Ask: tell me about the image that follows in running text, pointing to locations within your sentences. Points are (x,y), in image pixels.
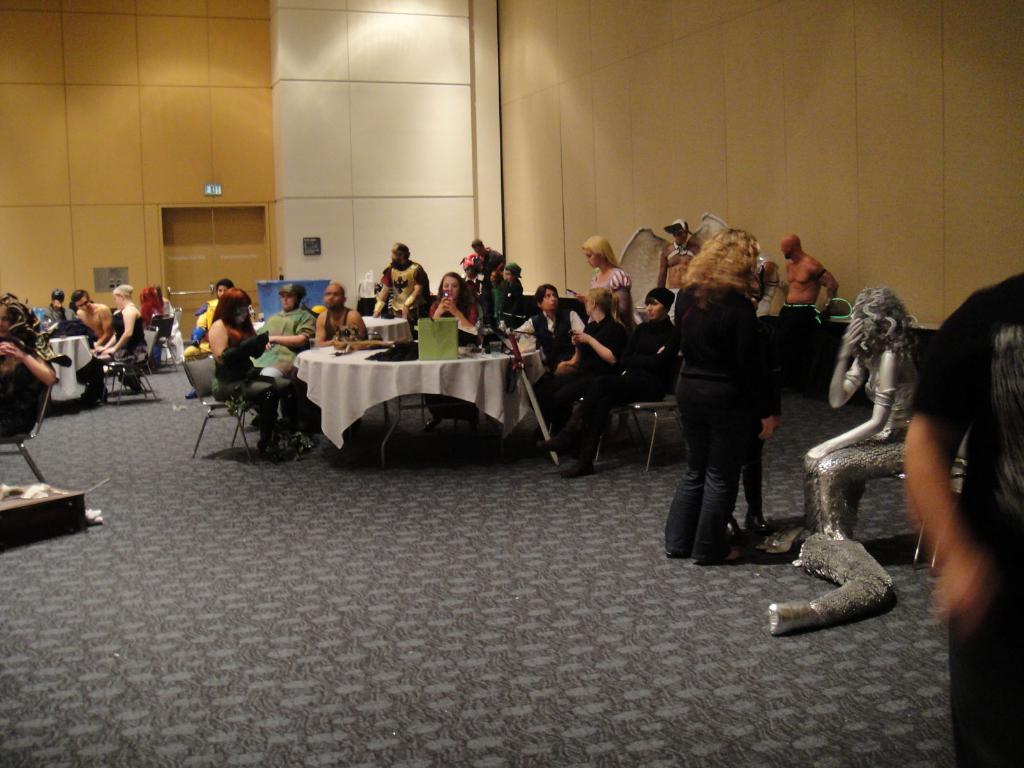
In this image I can see people (498,294) where few of them are standing and rest all are sitting on chairs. I can also see few tables (473,355).
